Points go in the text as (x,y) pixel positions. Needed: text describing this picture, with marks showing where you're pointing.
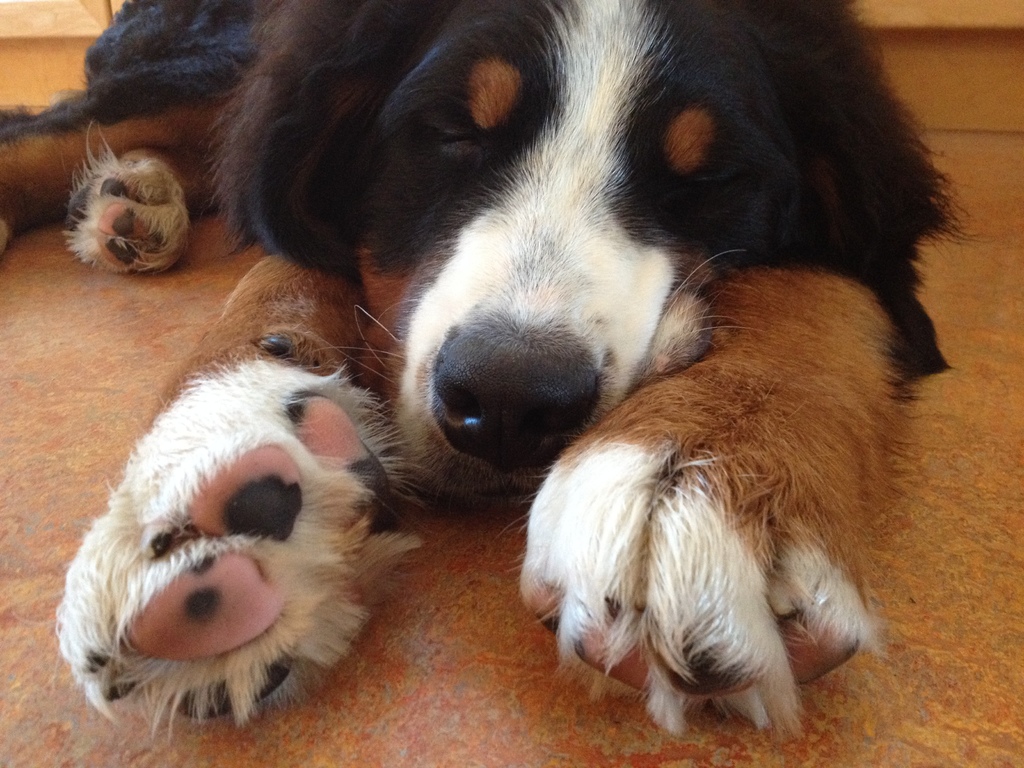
In the image we can see a dog (178,75).
